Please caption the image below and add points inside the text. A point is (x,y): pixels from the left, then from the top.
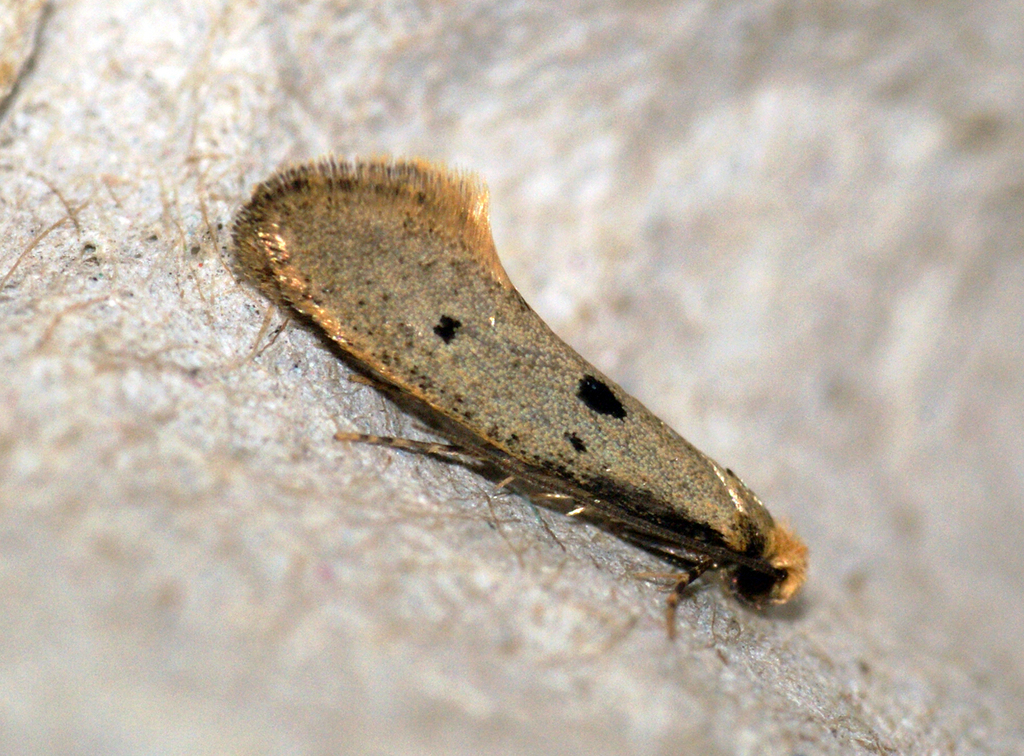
In this image I can see an insect (537,494) on a surface (381,514).
